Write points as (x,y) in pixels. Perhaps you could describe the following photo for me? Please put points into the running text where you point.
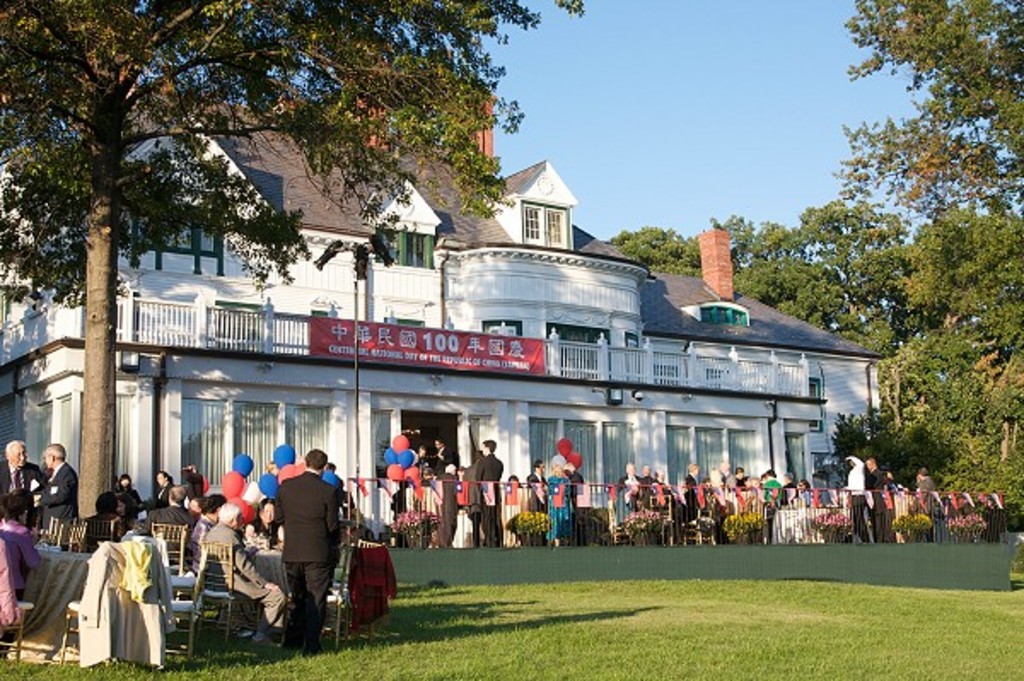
In this picture we can see a building (350,432), in front of the building (338,421) we can see some people (214,528) are sitting on the chairs (347,562), in front of them we can see some tables (279,558), few people (326,490) are standing, some balloon (284,462) are tied to the fencing (829,519), around we can see some trees (955,92) and grass (761,642).
